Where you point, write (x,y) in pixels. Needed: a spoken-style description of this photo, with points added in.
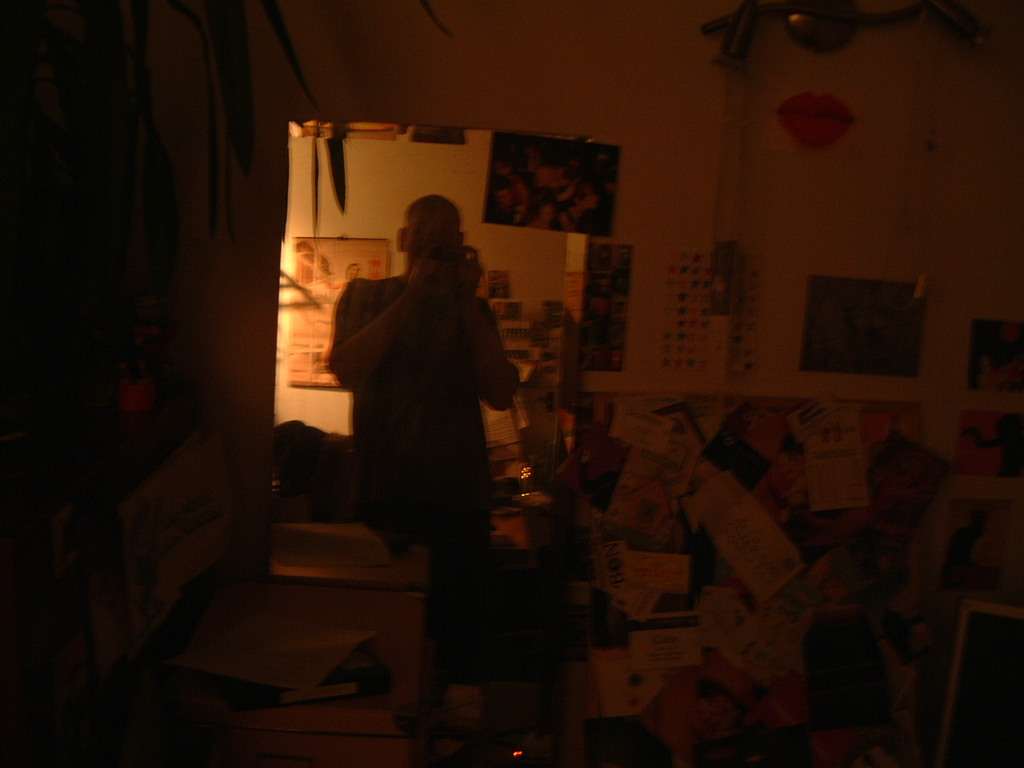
In this image, we can see a person (466,377) in front of the wall (640,146). There are some charts (885,340) and papers (804,505) on the wall (912,383).
